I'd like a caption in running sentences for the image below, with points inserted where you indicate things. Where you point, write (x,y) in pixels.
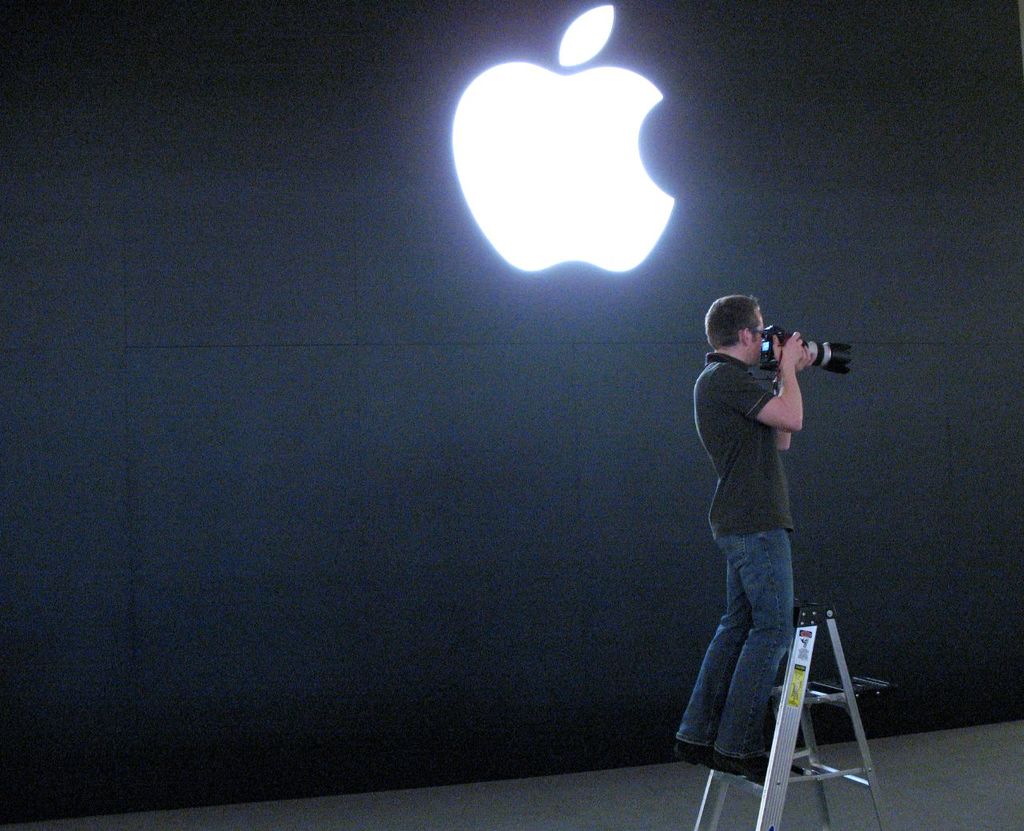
This image is taken indoors. In the background (312,631) there is a black surface (314,310) with a symbol (609,141) of an apple (599,138) on it. At the bottom of the image (471,805) there is a floor (484,804). On the right side of the image (755,437) a man (784,639) is standing on the ladder (785,723) and he is holding a camera (765,352) in his hands (791,352) and clicking pictures.
